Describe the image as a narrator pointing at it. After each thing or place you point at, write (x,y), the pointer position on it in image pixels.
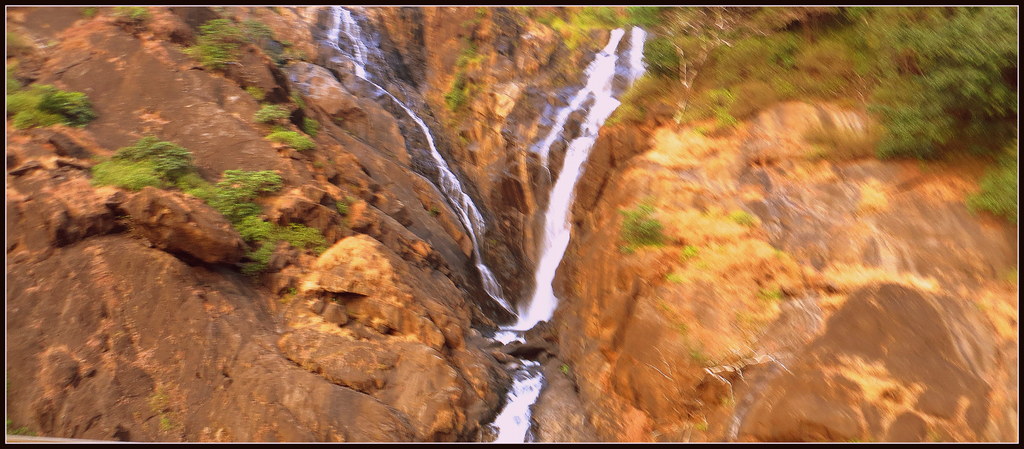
In this image there are rocks (501,254), waterfalls (575,175) and plants (888,61).
